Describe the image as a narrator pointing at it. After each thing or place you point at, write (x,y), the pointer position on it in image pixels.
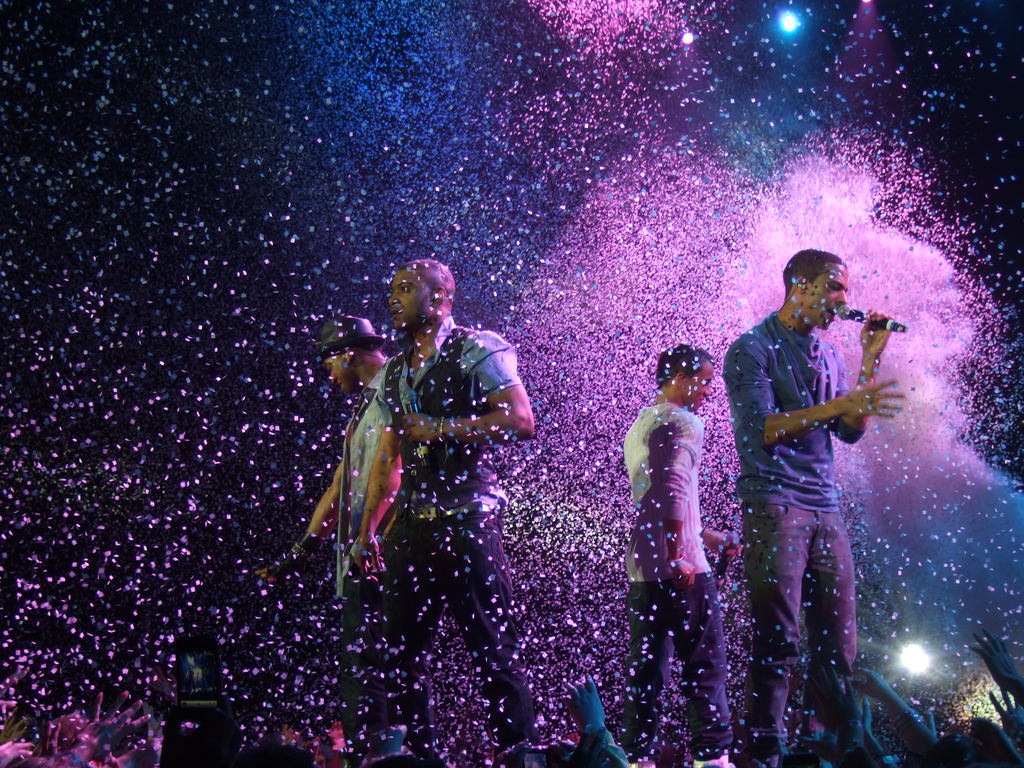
In this image we can see four men (485,427) are standing on the stage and performing. At the bottom of the image (834,718), we can see the audience (944,743) and we can see confetti (655,242) in the air (558,204). In the background (789,29), we can see the lights (790,29).
